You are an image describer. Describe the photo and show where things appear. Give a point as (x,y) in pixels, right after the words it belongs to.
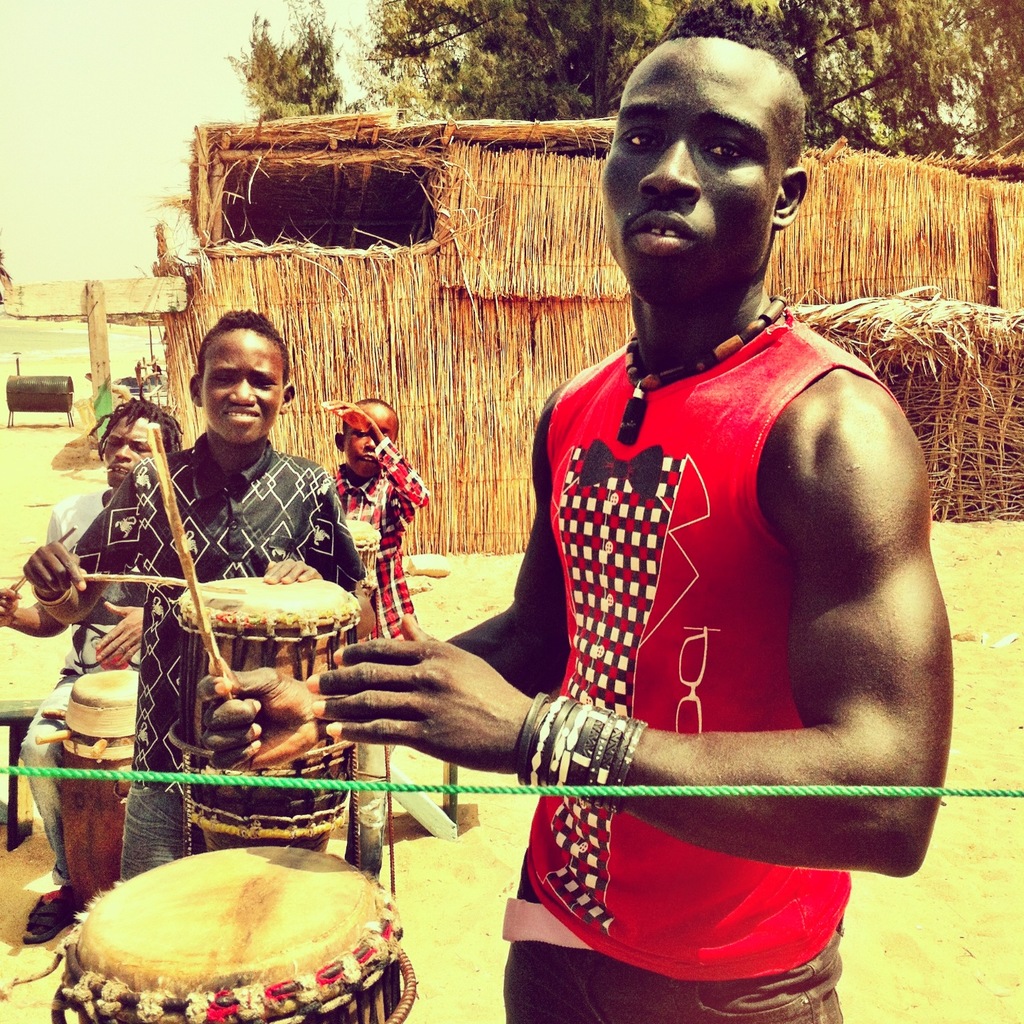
In the picture we can see a man (643,893) standing and playing the drums (225,878) and beside him we can see three boys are also playing the drums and behind them, we can see a hut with dried grass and behind it, we can see a tree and beside it we can see a part of the railing (88,323) and the sky (92,150).
